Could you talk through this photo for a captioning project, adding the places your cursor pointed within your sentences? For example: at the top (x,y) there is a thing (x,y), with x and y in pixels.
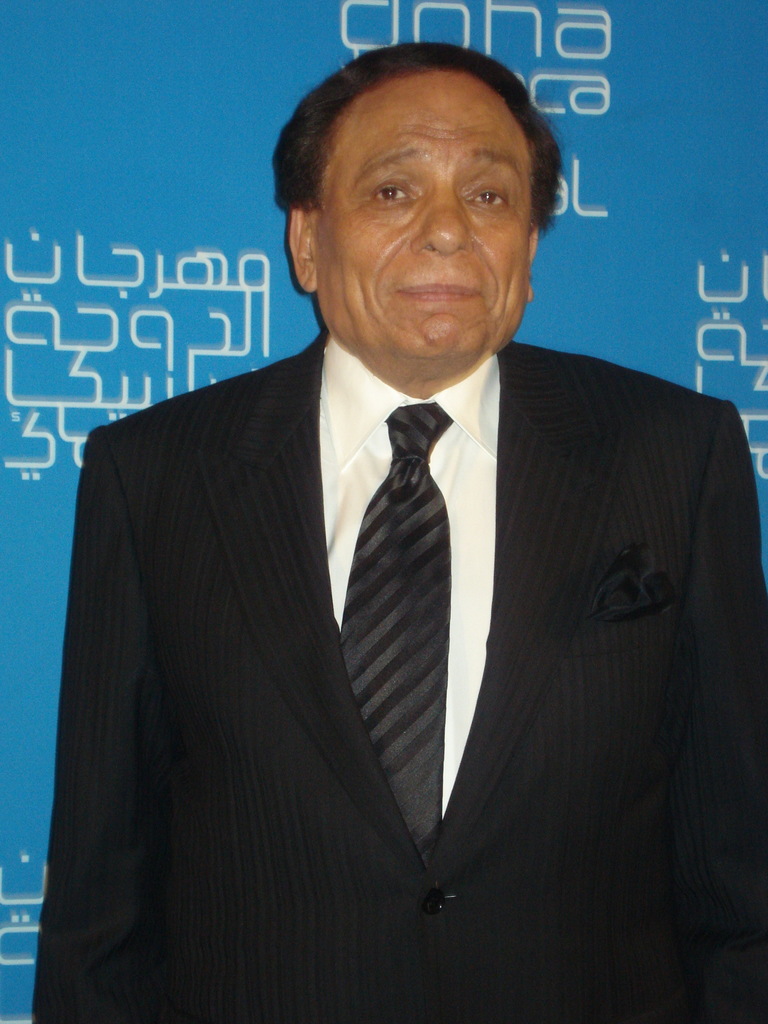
In this image in front (700,859) there is a person (418,338). Behind him there is a banner (160,306).
